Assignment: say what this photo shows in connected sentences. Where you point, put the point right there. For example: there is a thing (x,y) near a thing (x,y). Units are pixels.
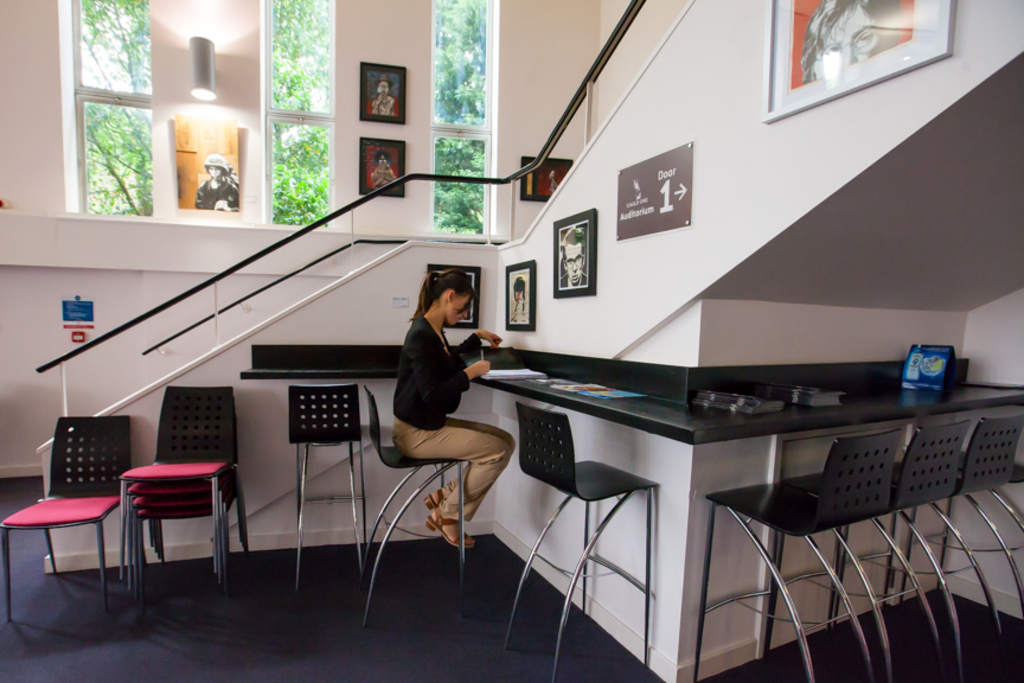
In this image there is a person (436,426) sitting on a chair (461,507), at the left side of the person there is a staircase (357,271) and there are many chairs (377,413) and at the back (106,26) there is a window (113,53), there are photo frames (561,236) on the wall (518,257). At the outside there is a tree (304,39).
